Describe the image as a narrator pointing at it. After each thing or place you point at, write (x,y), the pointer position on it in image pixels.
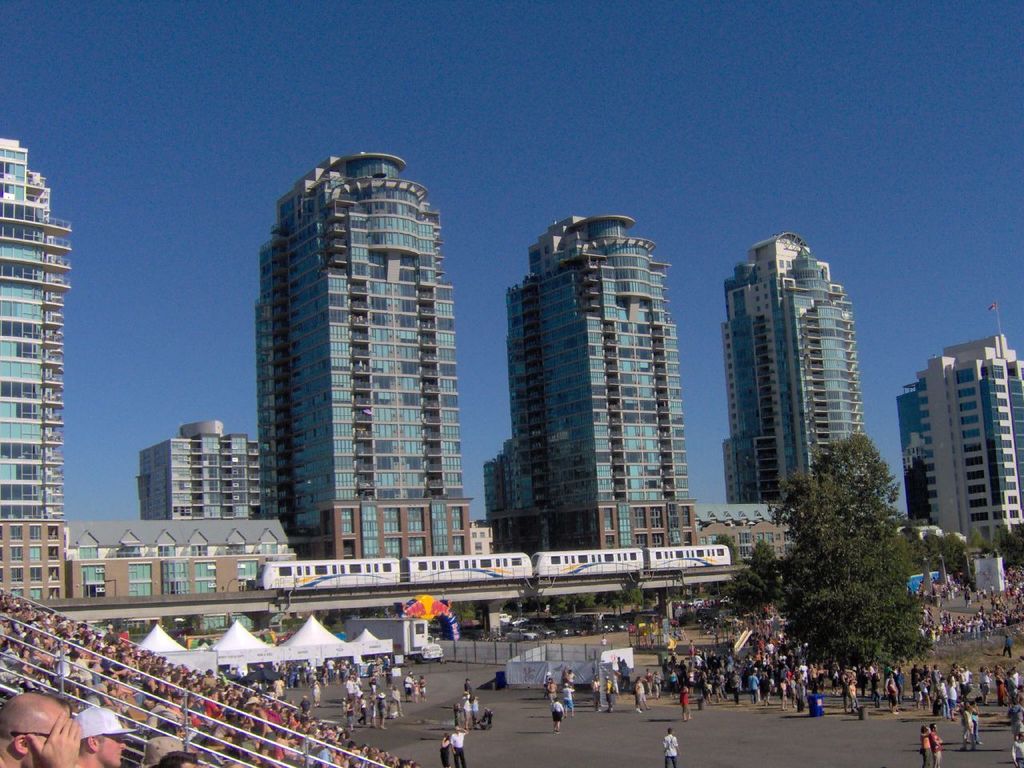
In this image we can see few buildings (380,443) and the bridge (309,604), on the bridge (368,592) we can see a train (551,551), there are some trees (330,612), poles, fence (471,643), tents (314,645), vehicles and people (231,695), in the background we can see the sky (93,225).
